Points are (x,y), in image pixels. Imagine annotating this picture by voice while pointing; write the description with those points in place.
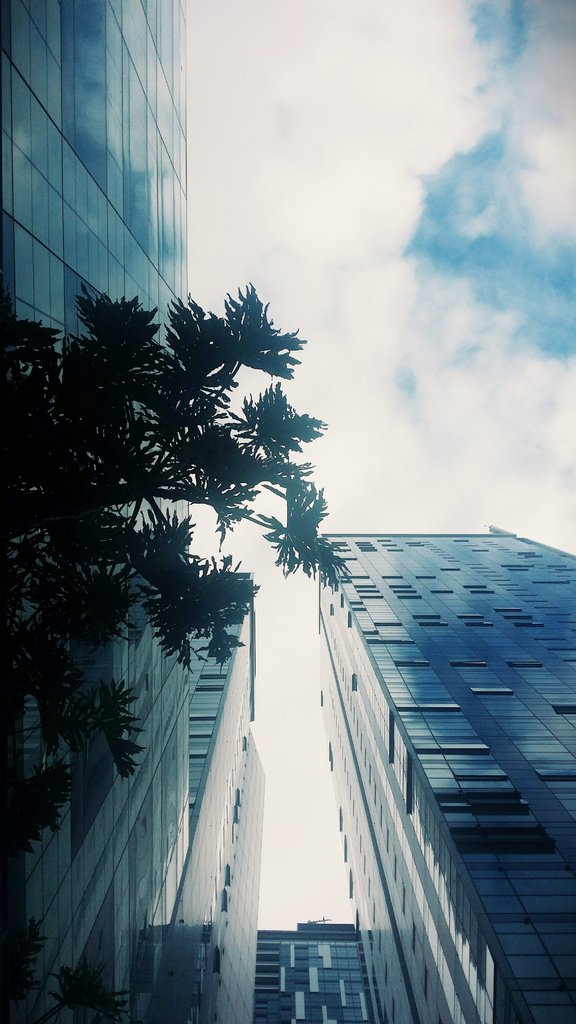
In this image, we can see some buildings (35,269) and there is a green color tree (115,536), we can see a sky (422,278) which is cloudy.
